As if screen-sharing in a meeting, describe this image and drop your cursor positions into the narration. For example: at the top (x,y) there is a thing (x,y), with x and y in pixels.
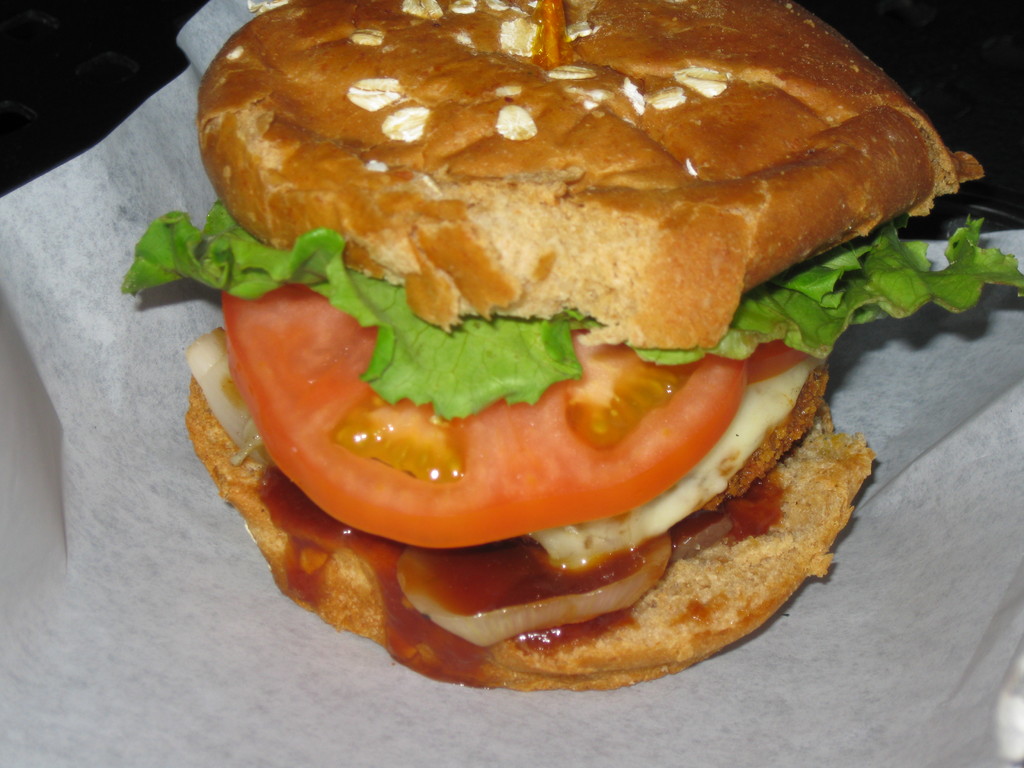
In the foreground of this image (399,433), there is a burger (604,613) on a tissue (470,709) with a black background (81,83).
